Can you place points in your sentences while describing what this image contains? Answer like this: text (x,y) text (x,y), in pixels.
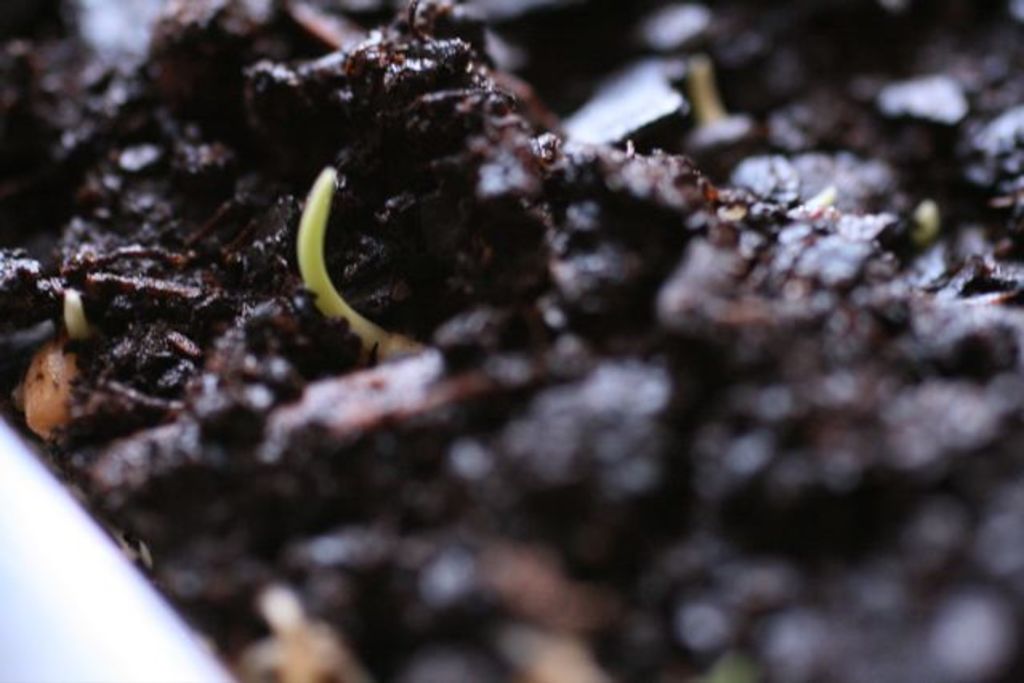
This image contains some soil (484,349).
